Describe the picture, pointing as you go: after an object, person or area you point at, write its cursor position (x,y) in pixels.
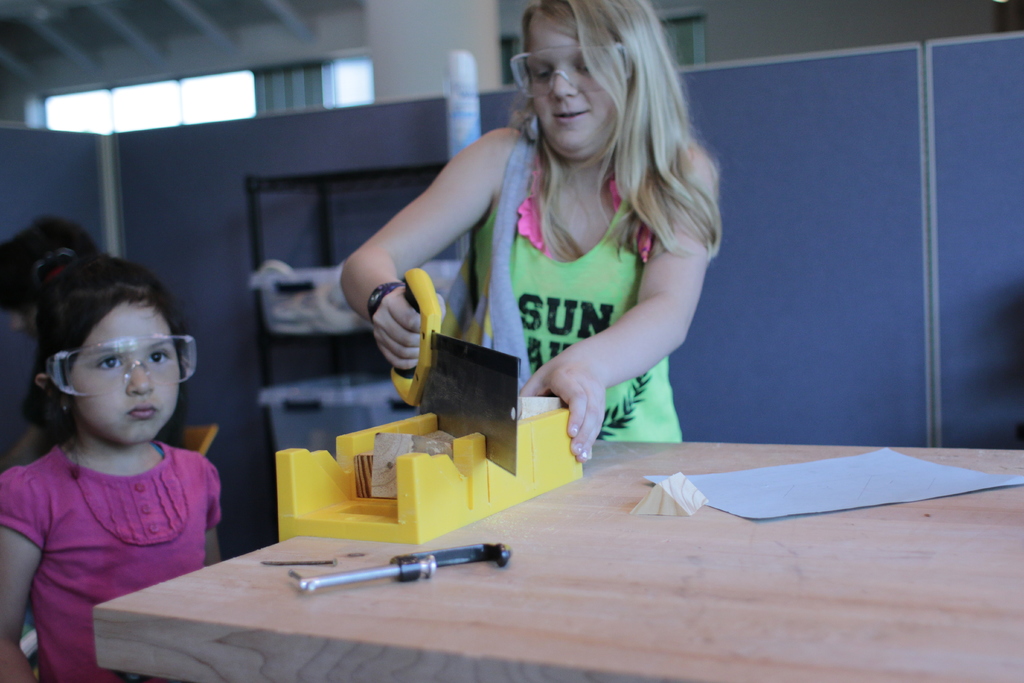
In this image I can see two girls (488,137) where a girl (383,310) is holding a tool (424,376).
